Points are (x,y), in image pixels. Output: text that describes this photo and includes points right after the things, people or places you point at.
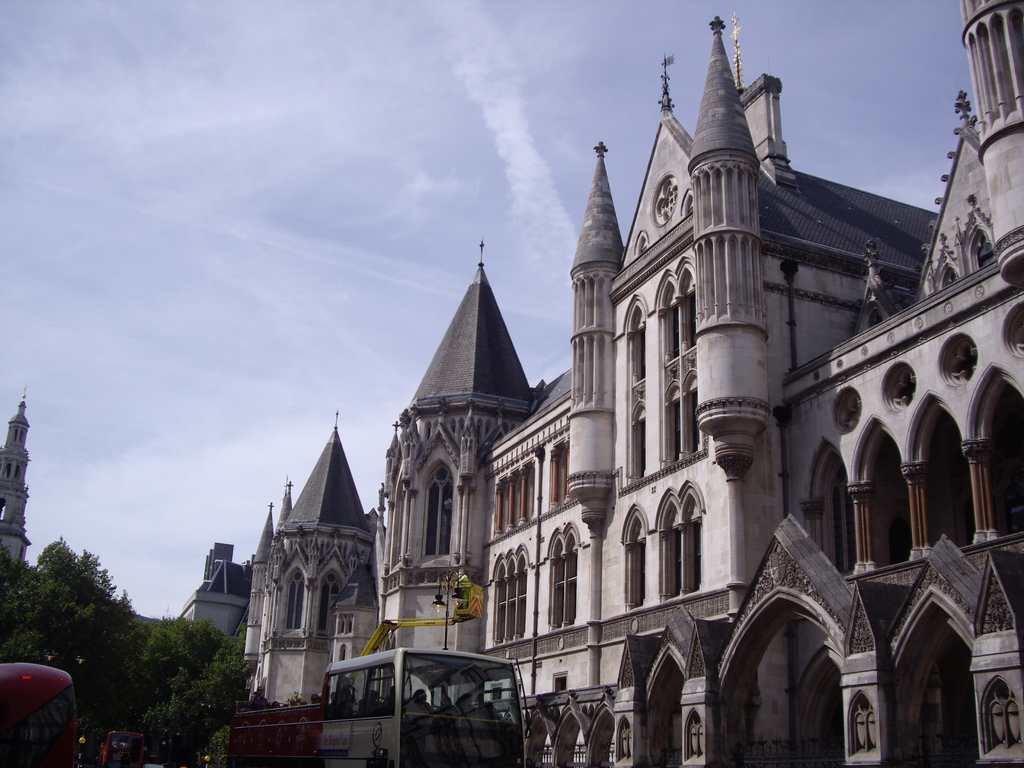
In this image we can see a group of buildings (621,402) with windows (676,550) and pillars (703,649). We can also see a vehicle (378,683), street lamp (446,633), a crane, a group of trees (157,702) and the sky (253,371) which looks cloudy.
